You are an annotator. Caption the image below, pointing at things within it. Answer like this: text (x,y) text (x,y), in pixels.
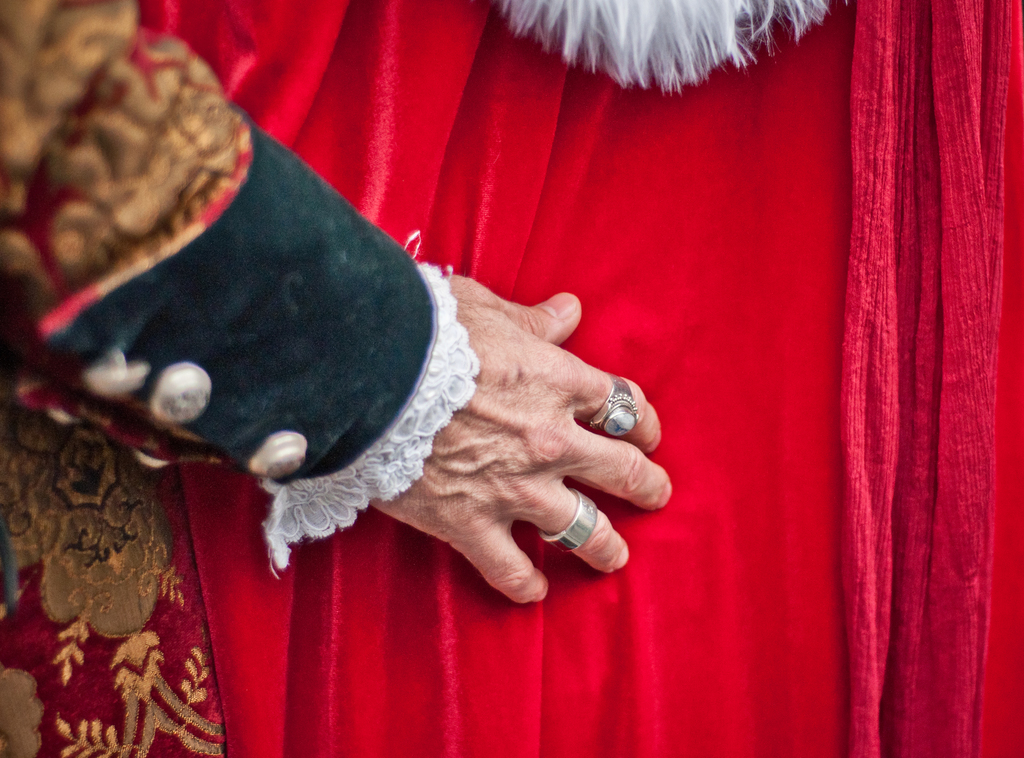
In this picture, there is a hand (555,511) towards the left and it is placed on the red cloth (617,581). To the fingers (526,311), there are two rings (622,427).
